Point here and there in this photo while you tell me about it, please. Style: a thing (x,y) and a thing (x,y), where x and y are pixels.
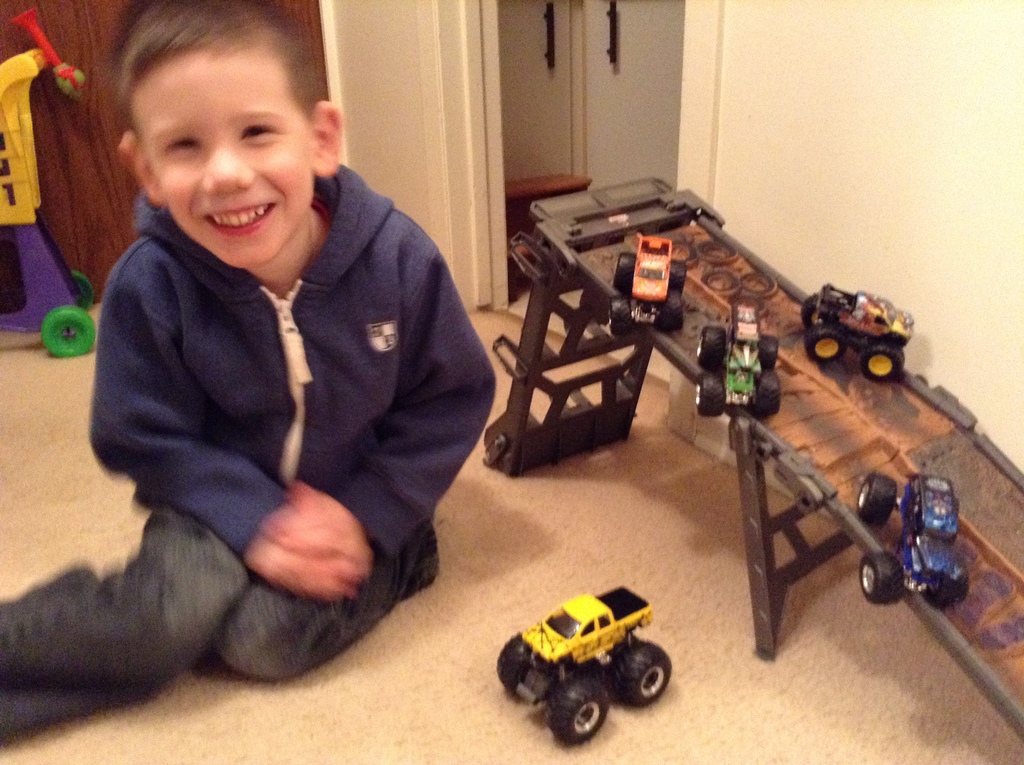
In this picture we can see one boy (248,461) is sitting on the floor (493,488) and playing with toys (515,459).
